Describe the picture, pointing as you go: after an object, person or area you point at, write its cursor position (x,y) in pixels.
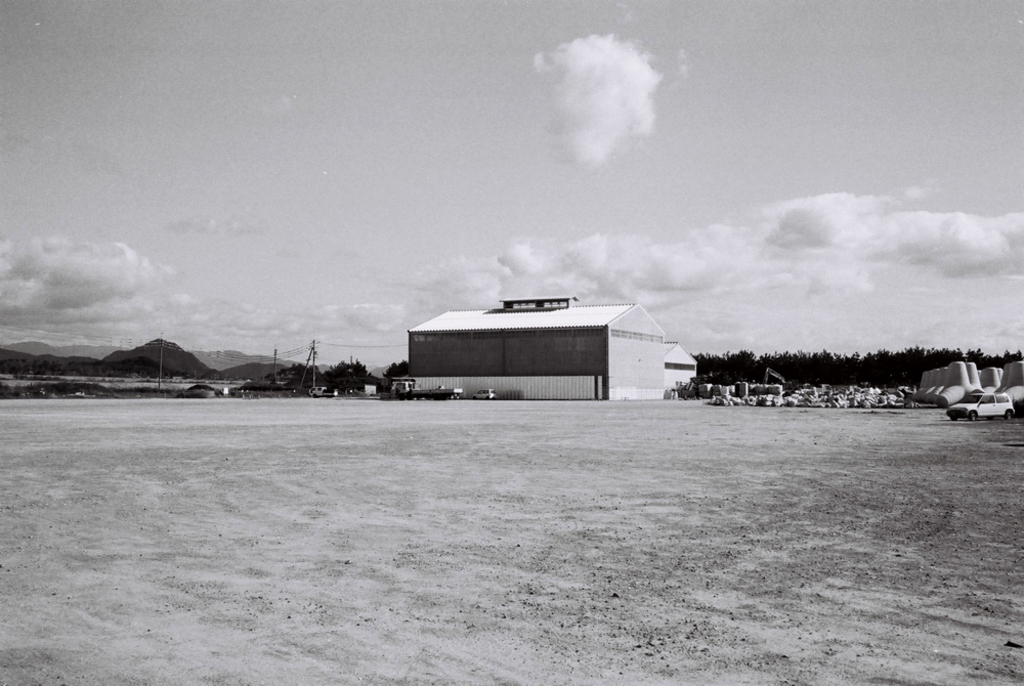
In this image we can see vehicles (1003,411) on the surface (745,460) and there is a shed (684,356). Behind the shed (665,360) there are mountains (298,362) and trees (790,360) with a cloudy sky (576,286).
